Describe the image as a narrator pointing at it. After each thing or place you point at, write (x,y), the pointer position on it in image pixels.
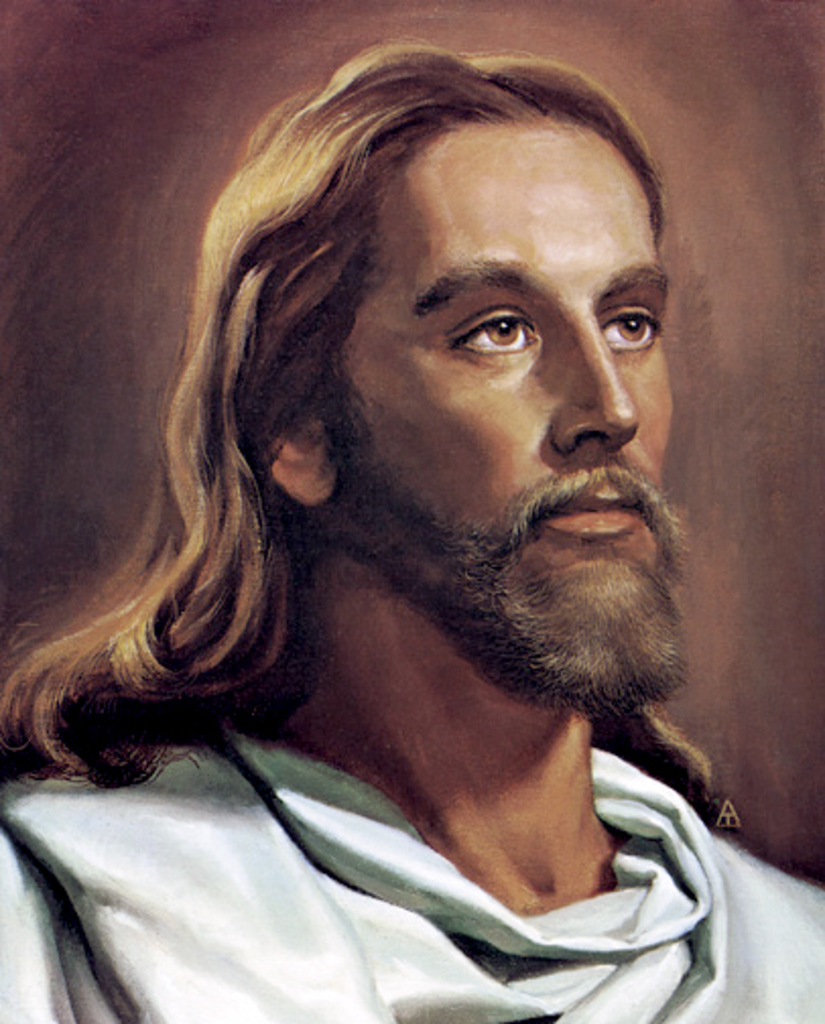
In this image there is a painting (439,693) of a person (367,712).
